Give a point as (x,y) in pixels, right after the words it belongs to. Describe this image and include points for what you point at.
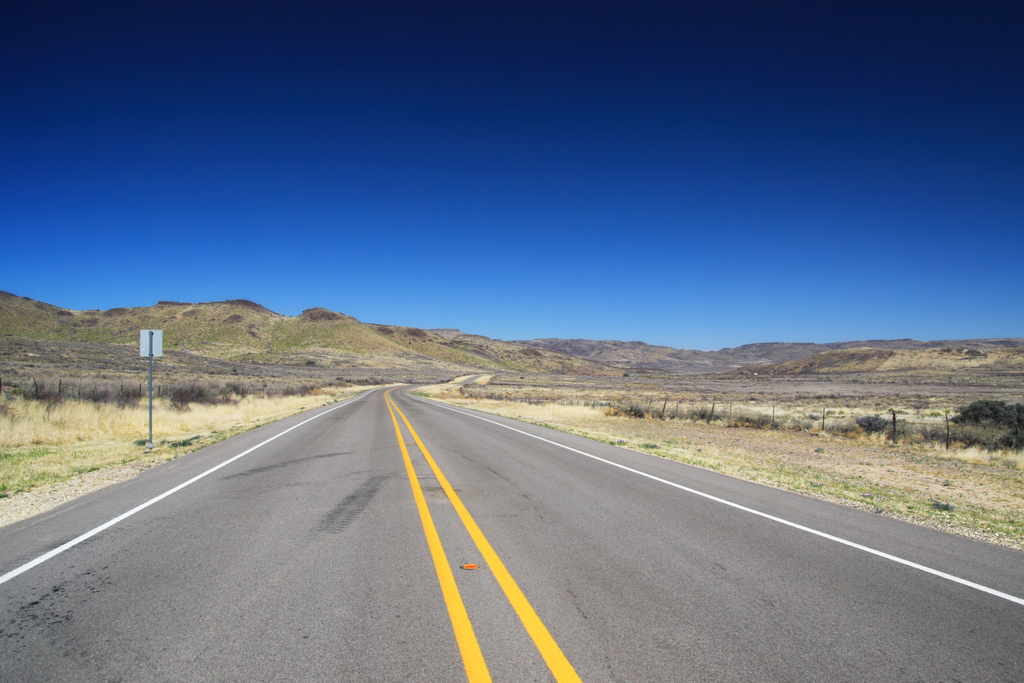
In this image at the bottom (617,581) there is road (726,545) and on the right side (712,458) and left side (50,427) there are some plants (18,459), fence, pole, board (145,342). And in the background (327,333) there are mountains (878,341), at the top (283,103) there is sky (466,183).
